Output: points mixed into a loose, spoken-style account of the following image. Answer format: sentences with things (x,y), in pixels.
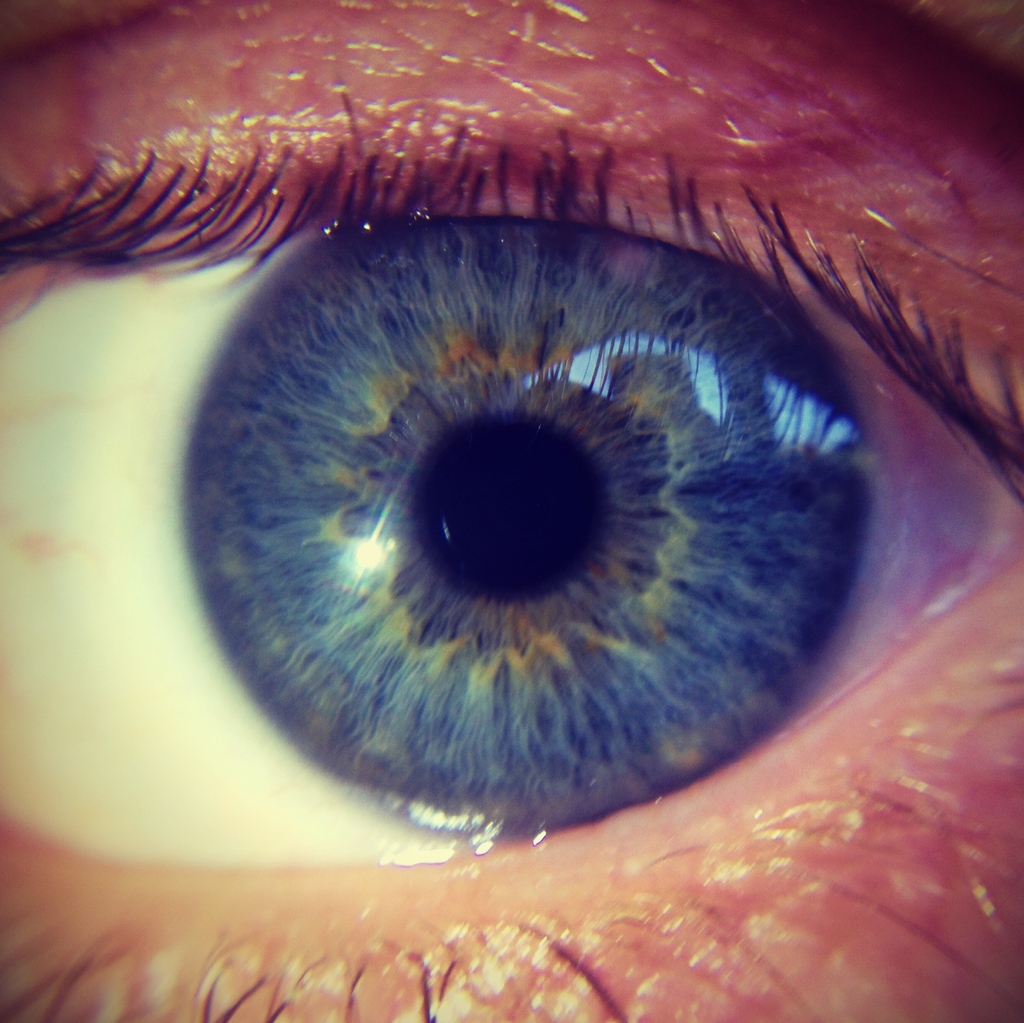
In this image we can see the eye (416,564) of a person (346,670).
